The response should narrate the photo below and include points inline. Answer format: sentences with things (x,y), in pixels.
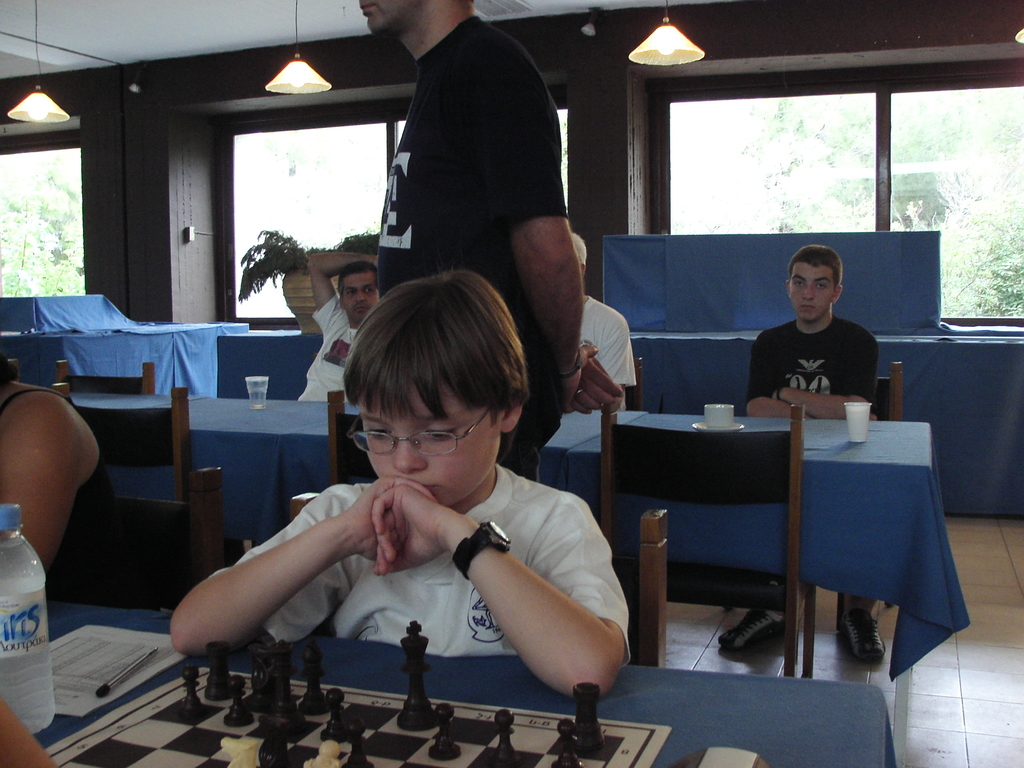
In this image, There is a table (766,724) on that there is a chess board (544,766), and a boy (439,536) is sitting on the chair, In the background (806,388) there are some people (616,358) sitting on the chair (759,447) and a man (506,260) is standing behind the boy (504,382) and there is a wall (815,62) of brown color and on the top (641,47) the lights (638,53) are hanging.
